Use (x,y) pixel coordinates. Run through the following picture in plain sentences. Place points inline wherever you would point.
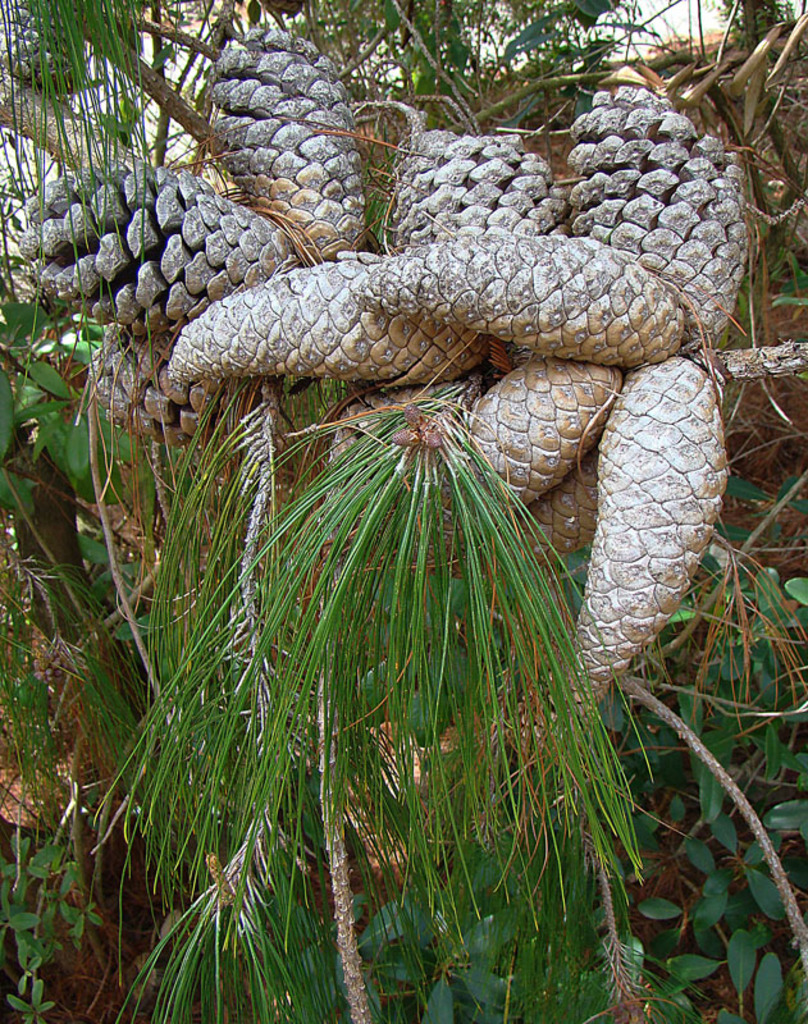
In this picture I can see trees (453,431) and few pine cones (546,475).
